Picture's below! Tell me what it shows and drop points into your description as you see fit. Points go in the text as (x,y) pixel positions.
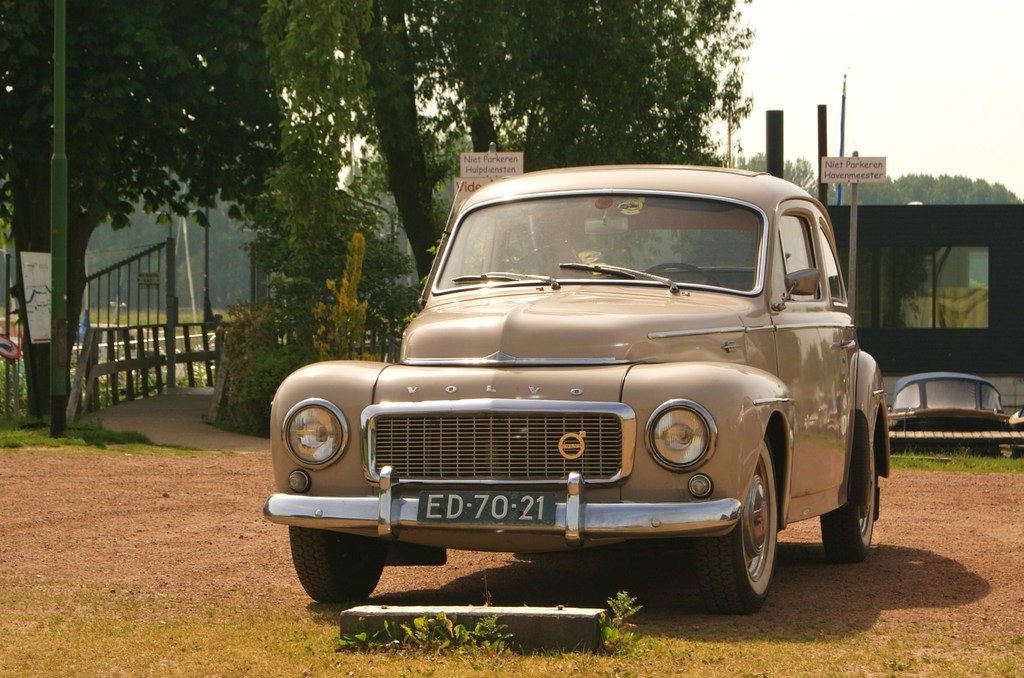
In this picture I can see a car (561,474) in front (492,531) and I see a number plate (465,495) on it and it is on the ground (242,559). In the background (226,292) I can see few poles (66,194) and boards (36,267) on which there is something written and I can also see the plants (261,355), trees (503,148) and on the left side of this image (93,296) I can see the fencing (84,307). On the top right of this picture (813,74) I can see the sky (833,84).
